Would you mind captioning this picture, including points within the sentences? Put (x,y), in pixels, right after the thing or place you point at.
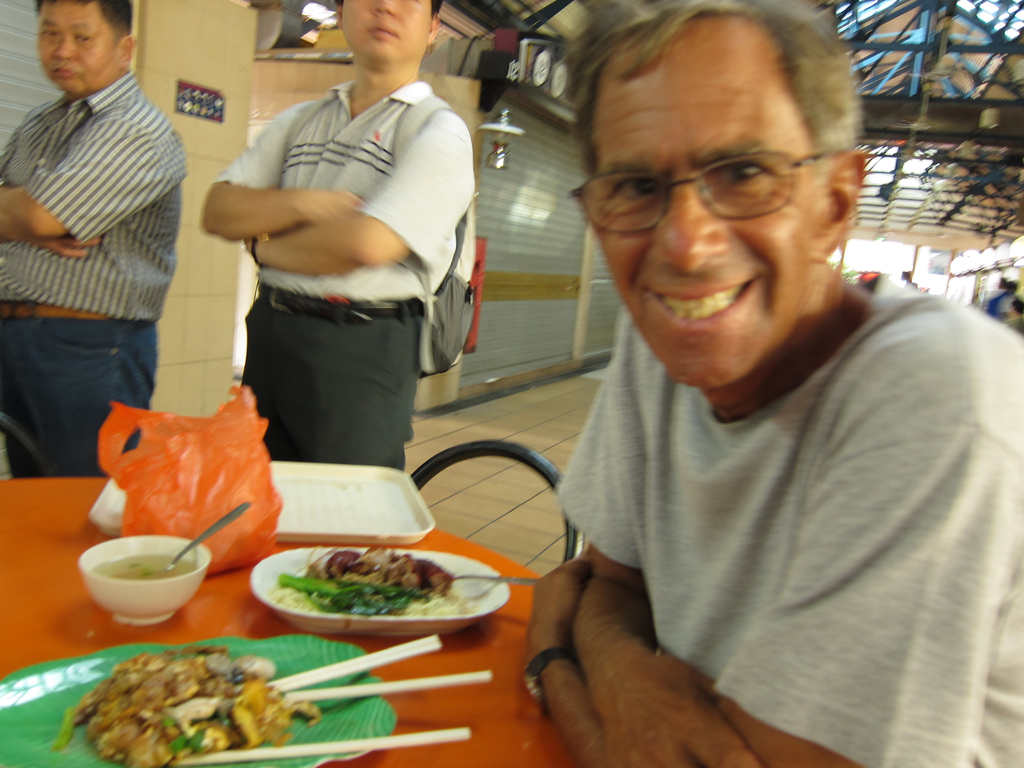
There is a man (634,387) sitting in front of a table (150,630), there are food items (101,702), tray (279,475) and a polythene (205,524) on the table (3,596), there are people (424,198) shutters (518,167) and a roof (882,195) in the background (893,206).
